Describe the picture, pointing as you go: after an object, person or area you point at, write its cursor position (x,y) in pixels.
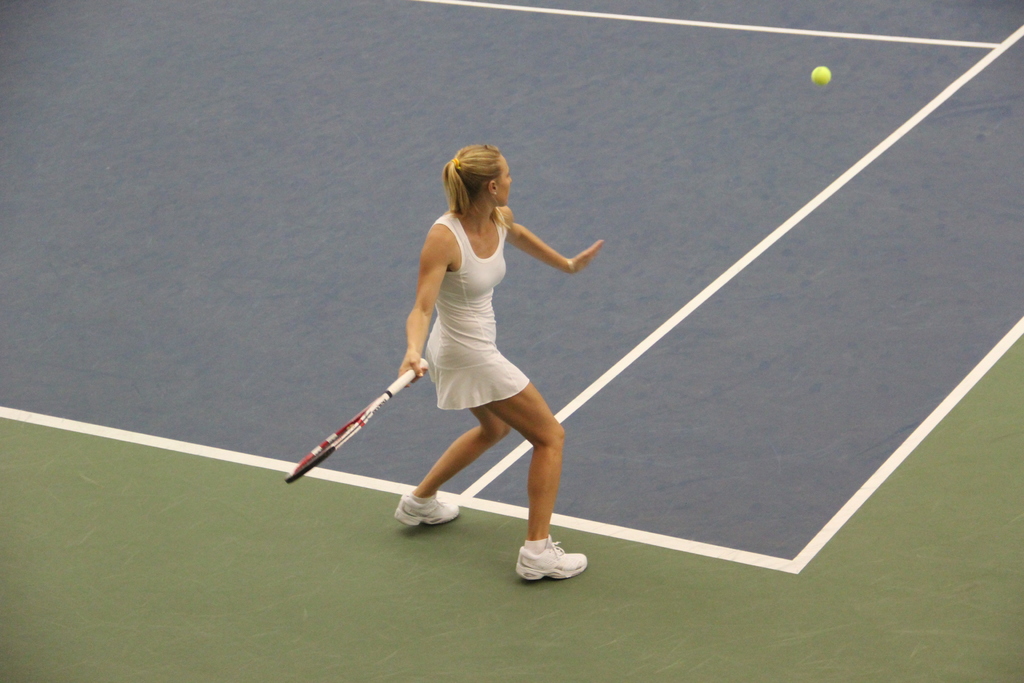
In this Image I see a woman (419,295) who is holding a bat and she is on the court (321,168) and I see a ball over here.
